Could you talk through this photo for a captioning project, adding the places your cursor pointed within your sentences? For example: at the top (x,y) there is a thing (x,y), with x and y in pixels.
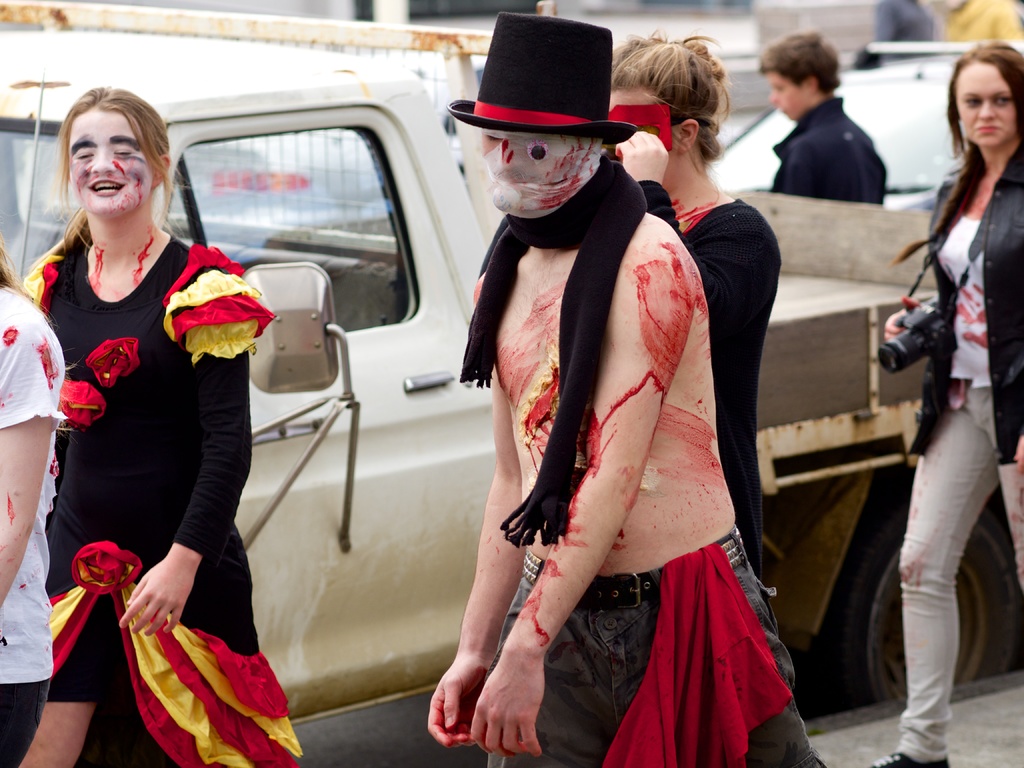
In this picture I can see there is a man (684,565) and a woman (52,736) wearing costumes (567,227), there is a woman (997,321) at right (962,227) she is holding a camera (917,310). In the backdrop (856,362) there is a truck (875,362) and a car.
